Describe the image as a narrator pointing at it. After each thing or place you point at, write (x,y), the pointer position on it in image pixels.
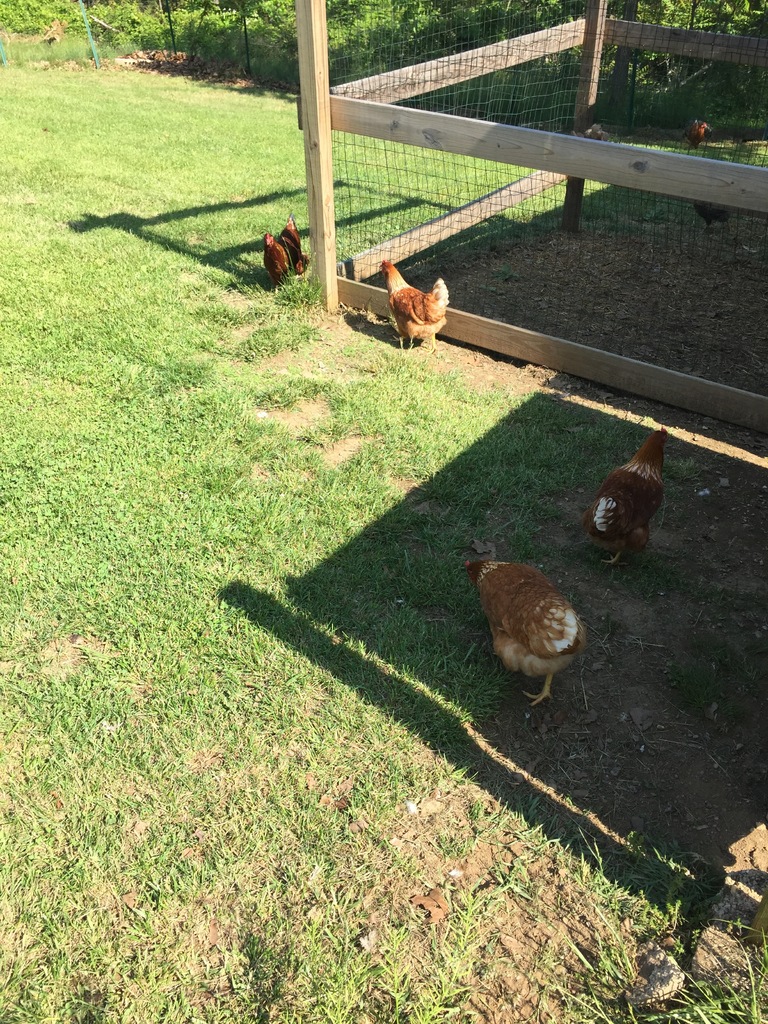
In this picture we can see many hens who are standing on the ground (342,478). On the top right (523,309) we can see the wooden box room (579,288) which is covered with the net (605,228). In the background (633,117) we can see many trees (165,44). On the left (183,228) we can see the green grass (225,274).
